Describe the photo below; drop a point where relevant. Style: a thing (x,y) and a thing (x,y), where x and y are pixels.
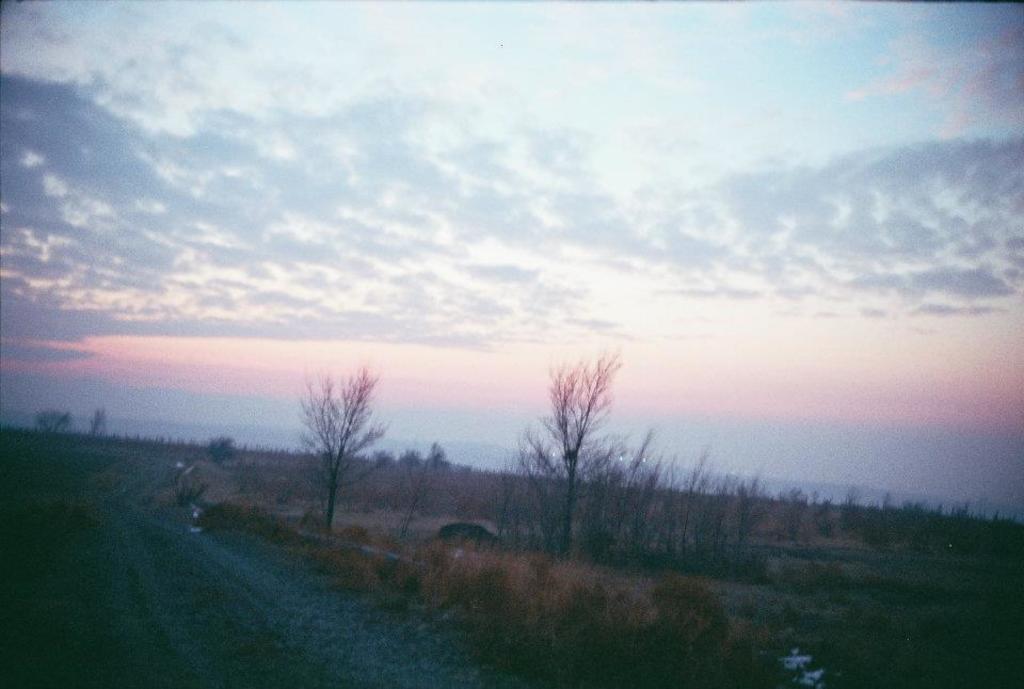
In this image in the background (655,526) there are trees (411,499) and the sky (332,265) is cloudy.
